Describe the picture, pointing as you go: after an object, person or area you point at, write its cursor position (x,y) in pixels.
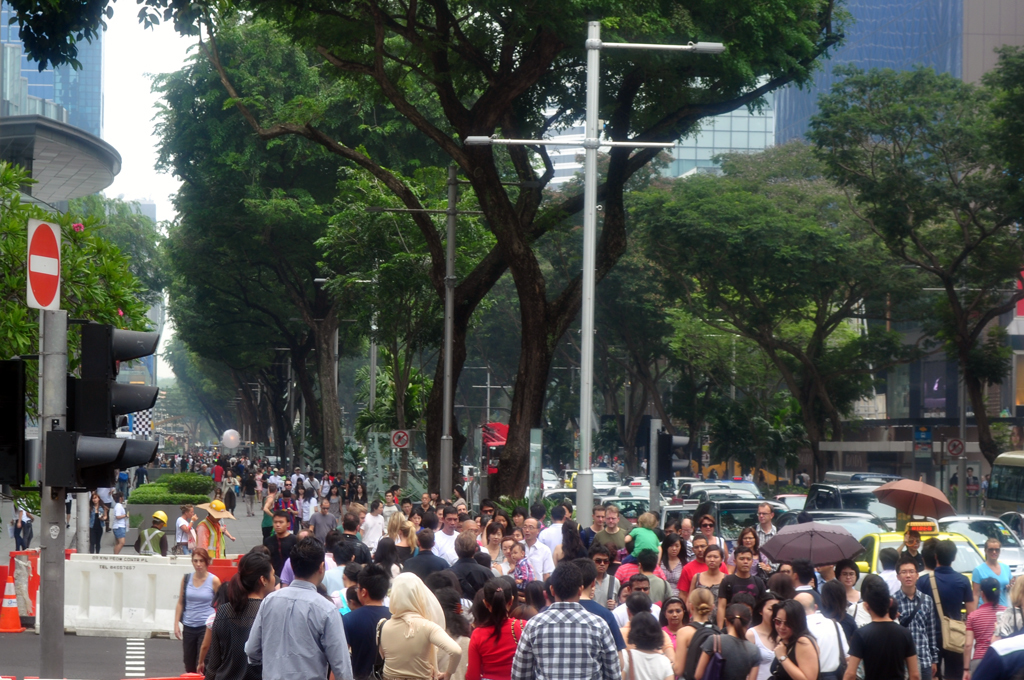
This is the picture of a city (764,319). In this image there are group of people (292,653) on the road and there are vehicles (975,550) on the road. There are poles (53,517) and trees (564,428) and there are buildings (92,147). At the top (142,55) there is sky (191,40). At the bottom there is a road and there are plants (204,486).
